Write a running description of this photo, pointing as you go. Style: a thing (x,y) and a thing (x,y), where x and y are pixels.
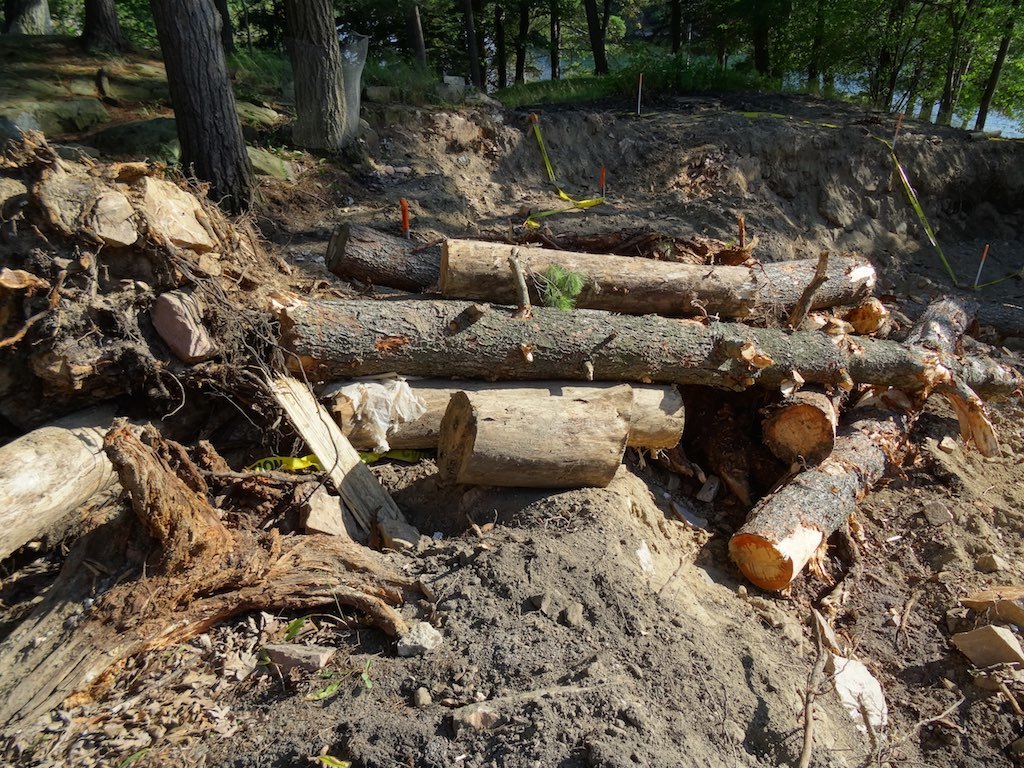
Here in this picture we can see number of logs (373,305) present on the ground (306,280) over there and in the far we can also see the ground (591,115) is covered with grass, plants (911,73) and trees (407,49) all over there.
